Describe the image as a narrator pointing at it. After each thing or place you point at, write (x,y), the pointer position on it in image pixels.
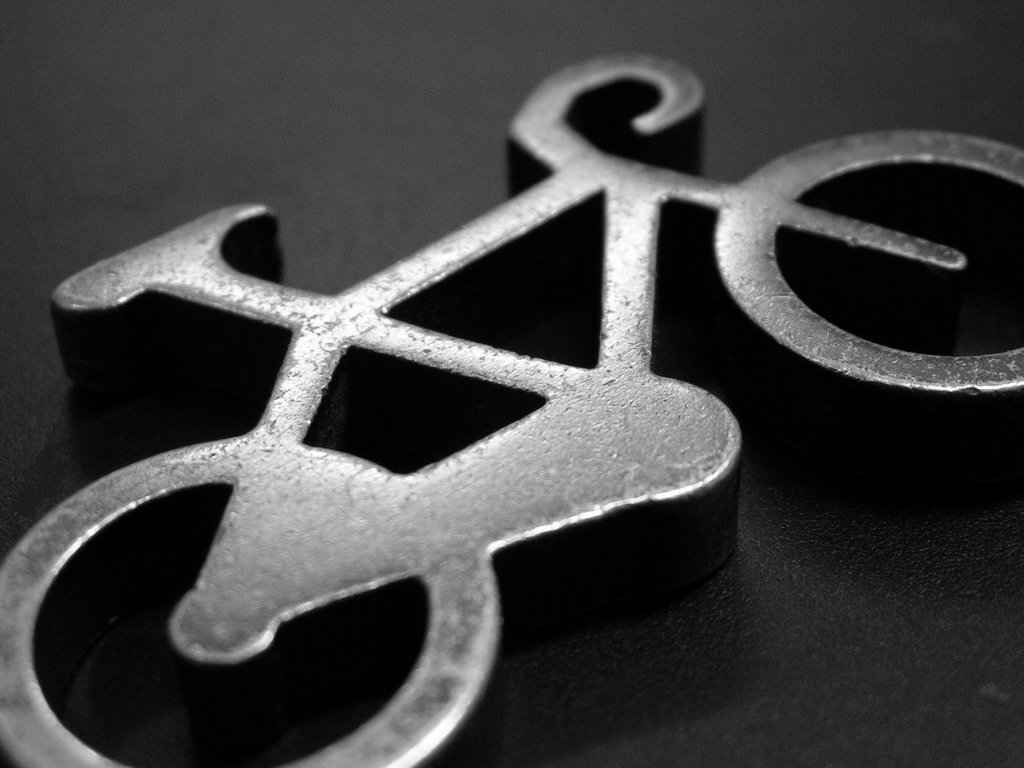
In this image we can see a metallic cycle (477,443).
